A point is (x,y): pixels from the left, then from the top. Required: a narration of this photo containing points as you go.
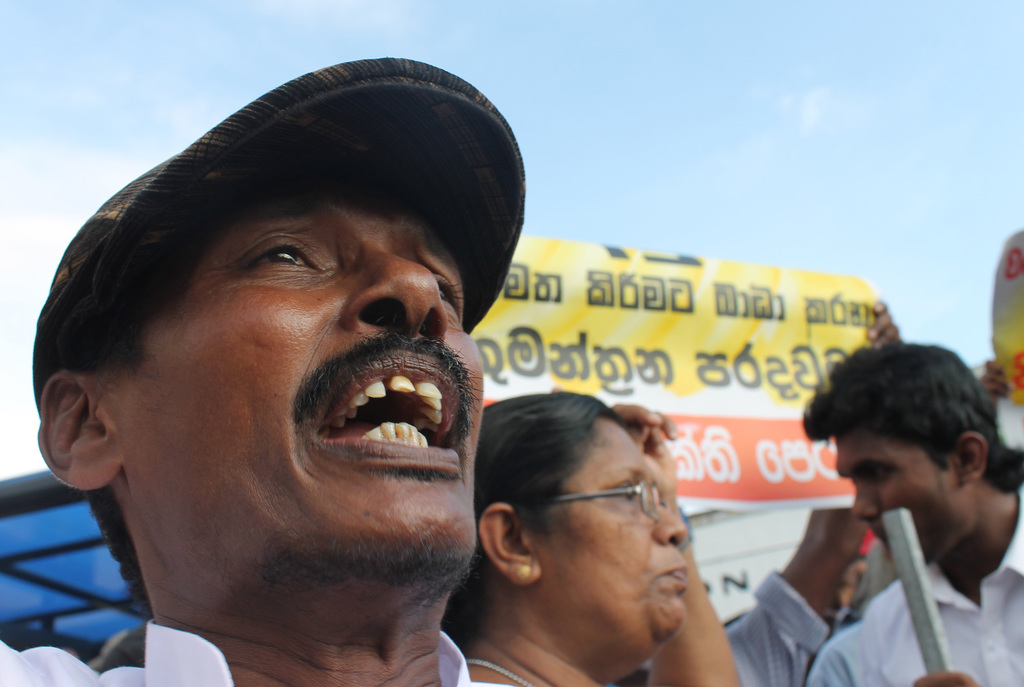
In this image I can see few people (864,419) standing and holding banner (696,341). It is in yellow, red and white color. The sky (660,133) is in blue and white color.
